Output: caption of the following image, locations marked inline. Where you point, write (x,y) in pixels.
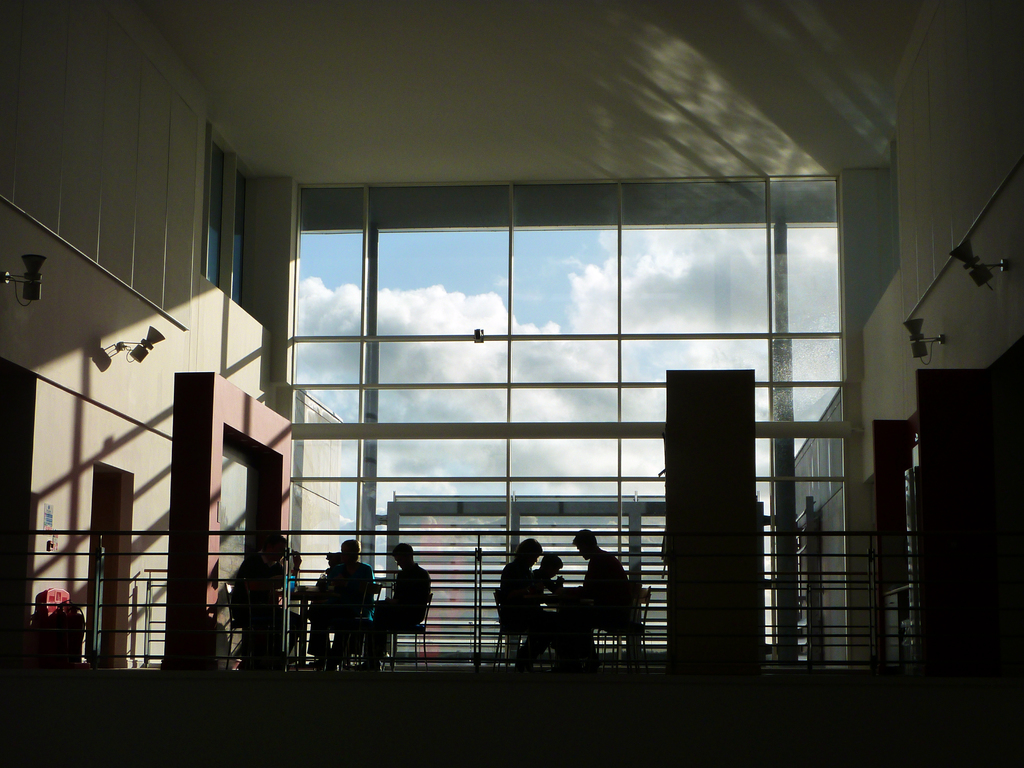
In this image I can see the inner part of the building (730,719) and I can see few persons (591,545) sitting, few lights (153,338), railing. I can also see the glass wall (506,346), background (423,280) the sky (406,271) is in blue and white color.
